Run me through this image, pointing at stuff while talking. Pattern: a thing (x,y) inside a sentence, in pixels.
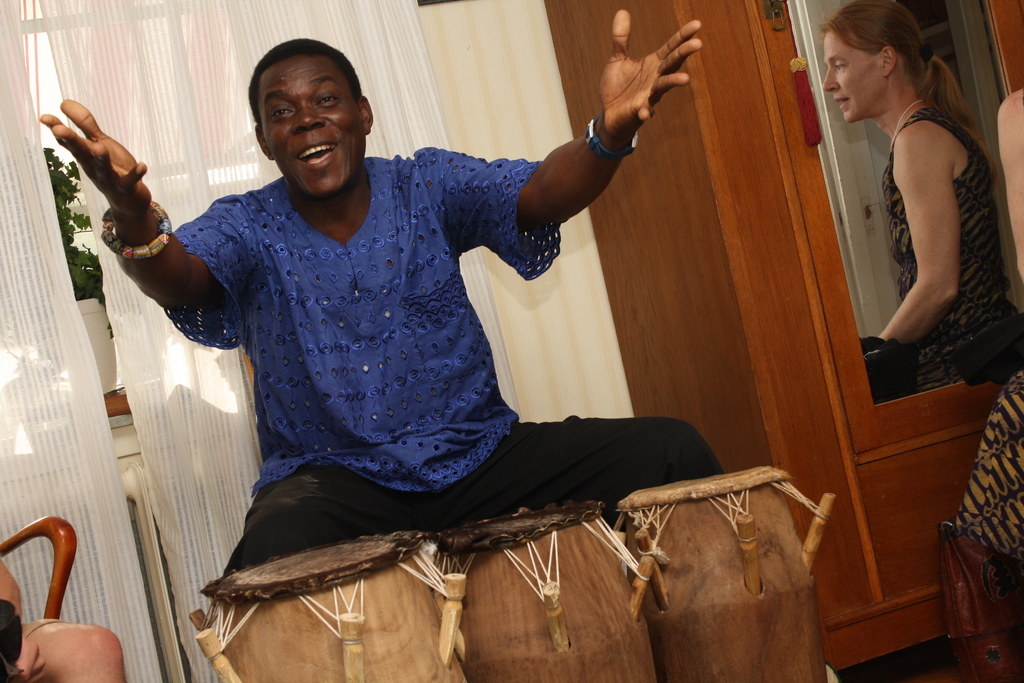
In this image I can see few people (55,655) with different color dresses (415,438). In-front of one person (351,532) I can see the musical instruments (518,603). To the right (848,232) I can see the mirror (857,204). In the mirror (870,203) I can see the reflection (883,125) of one more person (899,189). In the background (43,258) I can see the curtains (66,289), plants (79,279) and the sky (55,89).
